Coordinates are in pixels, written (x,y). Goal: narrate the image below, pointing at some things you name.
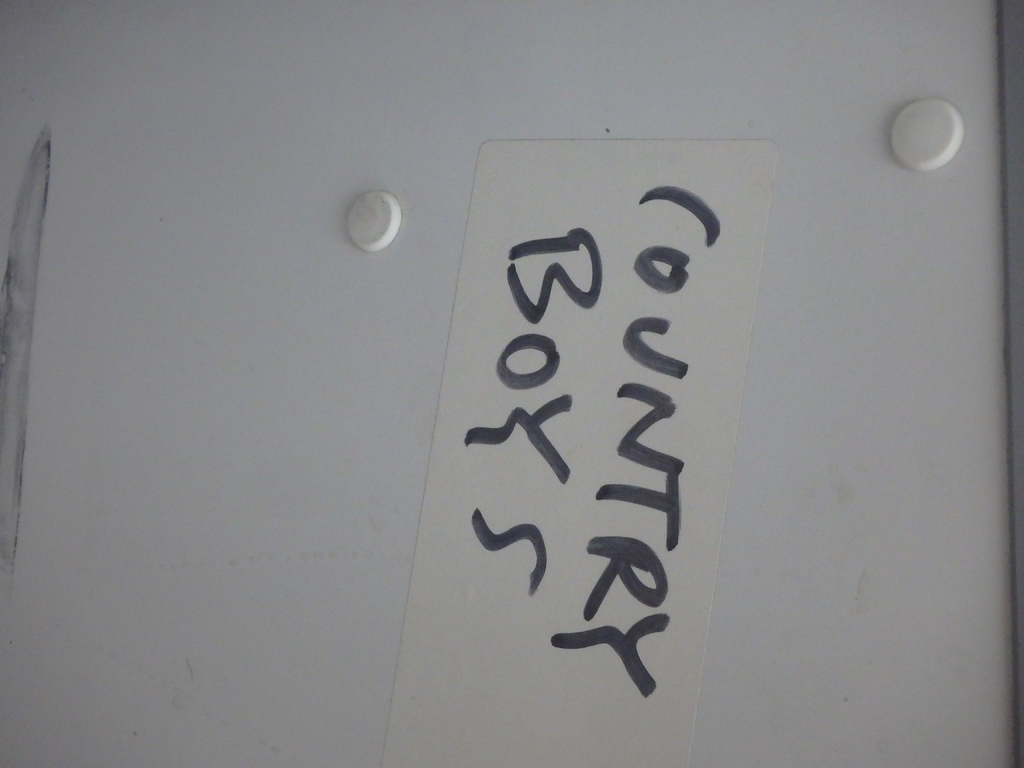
In this I can see black color text (558,472) on a white color board (35,697).
